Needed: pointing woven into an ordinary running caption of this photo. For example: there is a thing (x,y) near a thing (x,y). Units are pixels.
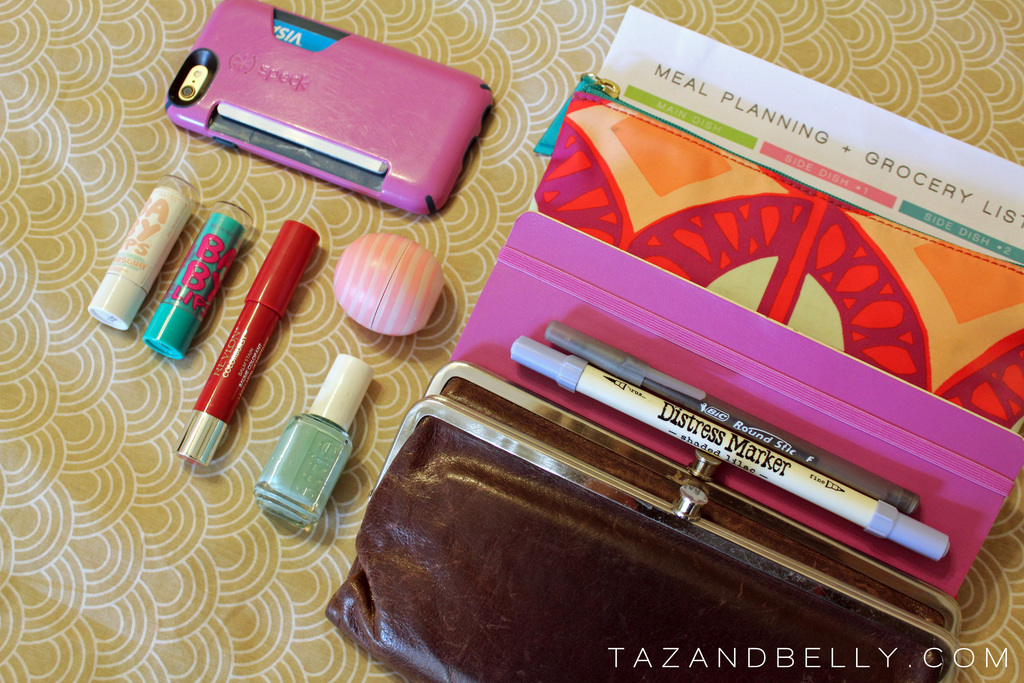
In this image we can see a mobile (320,121), lip balm (151,284), lipstick (237,336), nail paint (307,428), bag (580,573), sketches (694,435) and one pink color box (405,289).
